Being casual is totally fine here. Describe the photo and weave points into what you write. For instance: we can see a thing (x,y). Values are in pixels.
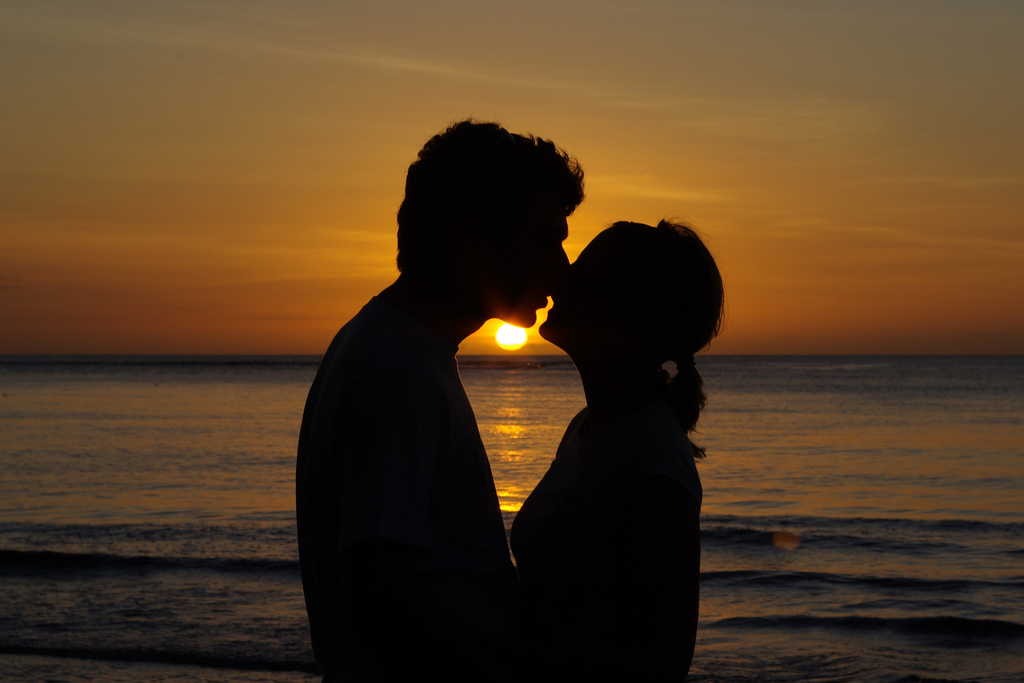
We can see the image is dark but there is a man (332,463) and woman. In the background (256,436) we can see water (55,447), sun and clouds (861,112) in the sky (110,92).
